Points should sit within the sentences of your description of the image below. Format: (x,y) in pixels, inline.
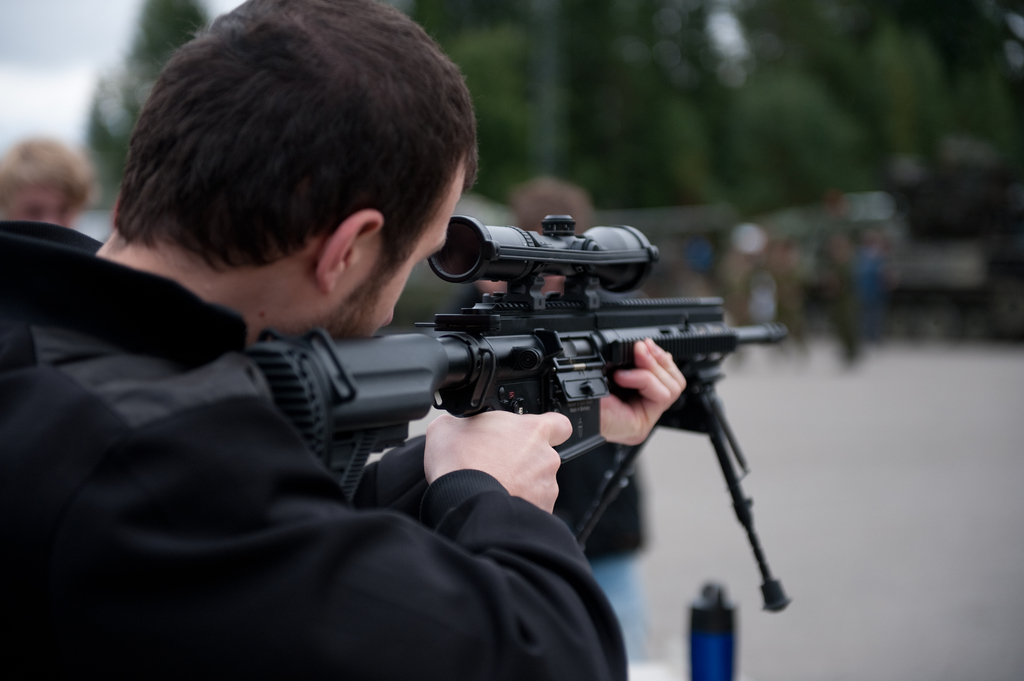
In this image I can see a person (196,450) wearing black dress (208,510) is holding a black colored gun (479,385) in his hand (647,365). In the background (908,364) I can see few persons (783,234), few trees (746,161), the ground (891,487) and the sky (66,18).
